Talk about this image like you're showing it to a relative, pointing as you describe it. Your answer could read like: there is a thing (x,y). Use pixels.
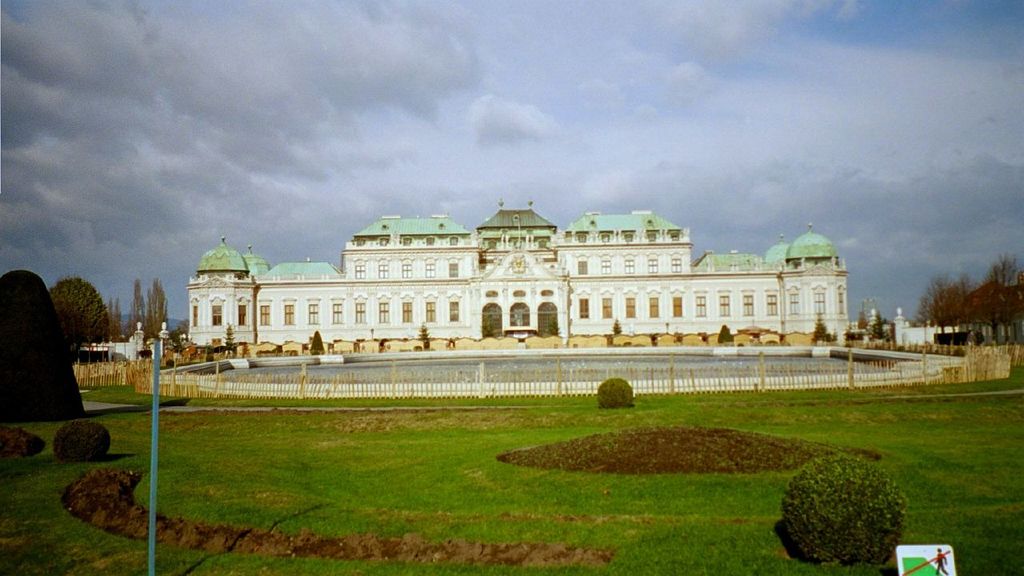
At the bottom of the image (487,447) there is grass (819,416) on the ground (819,416). And also there are few bushes (846,543) on the ground (164,514). Behind the ground (961,390) there is a fencing (445,395). Behind the fencing (112,367) there is a building (655,267) with white color. And also there are windows (631,306), walls (717,306), pillars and roofs (246,257). At the right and left side (11,323) corners of the image there are trees (138,315). At the top of the image (411,118) there is a sky (593,87) with clouds (416,88).
